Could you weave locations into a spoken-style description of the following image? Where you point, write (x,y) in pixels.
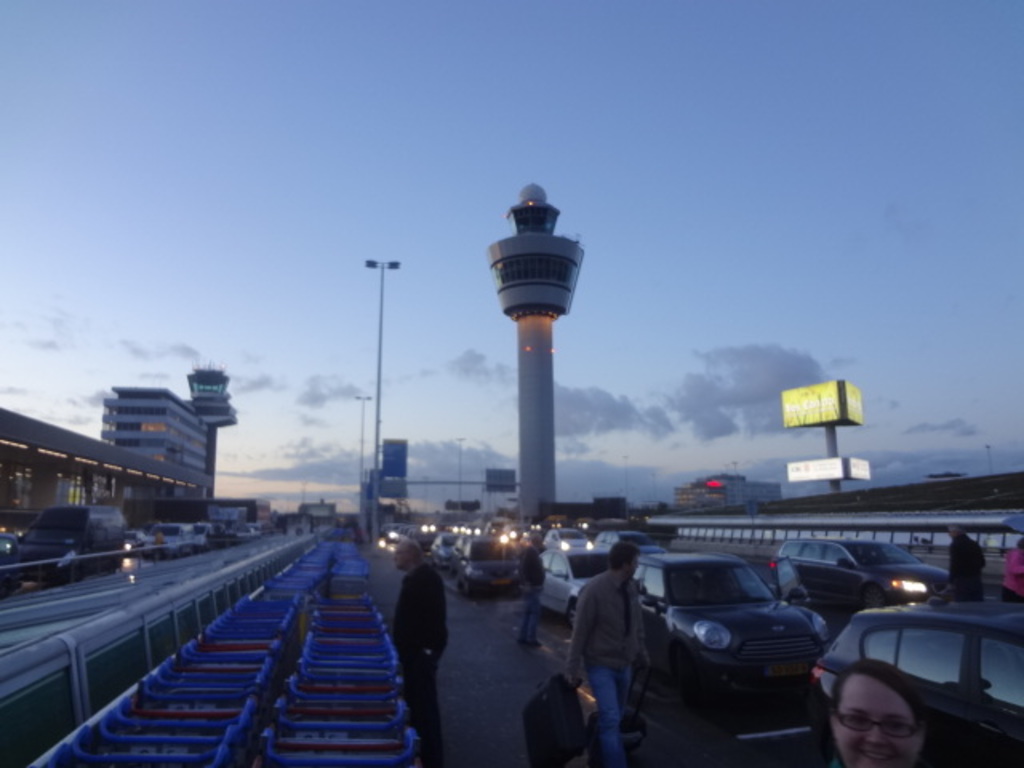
In this image I see the roads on which there are number of vehicles (516,565) and I see few people (444,578). In the background (36,460) I see the buildings (60,500) and I see a tower (533,460) over here and I see the poles (379,375) and I see the hoardings (818,472) over here and I see the sky (736,350) which is a bit cloudy over here.
